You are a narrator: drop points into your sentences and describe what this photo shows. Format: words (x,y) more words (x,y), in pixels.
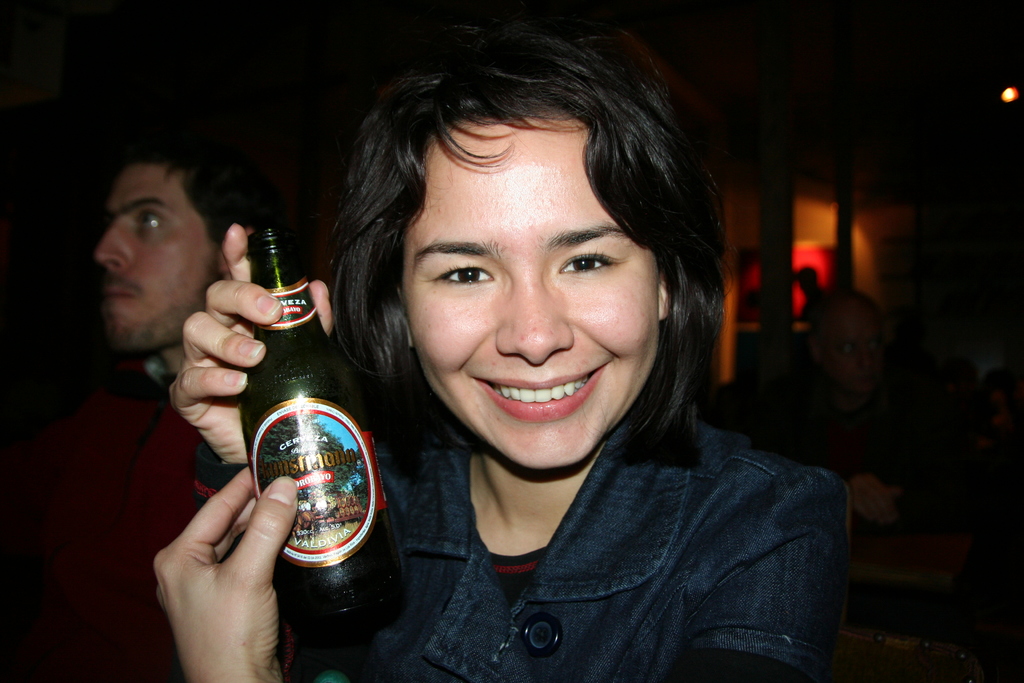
This picture shows a woman (706,618) holding a beer bottle (364,470) in her hand (231,659) and we see a smile on her face (530,422) and we see a man (61,543) on the side.
